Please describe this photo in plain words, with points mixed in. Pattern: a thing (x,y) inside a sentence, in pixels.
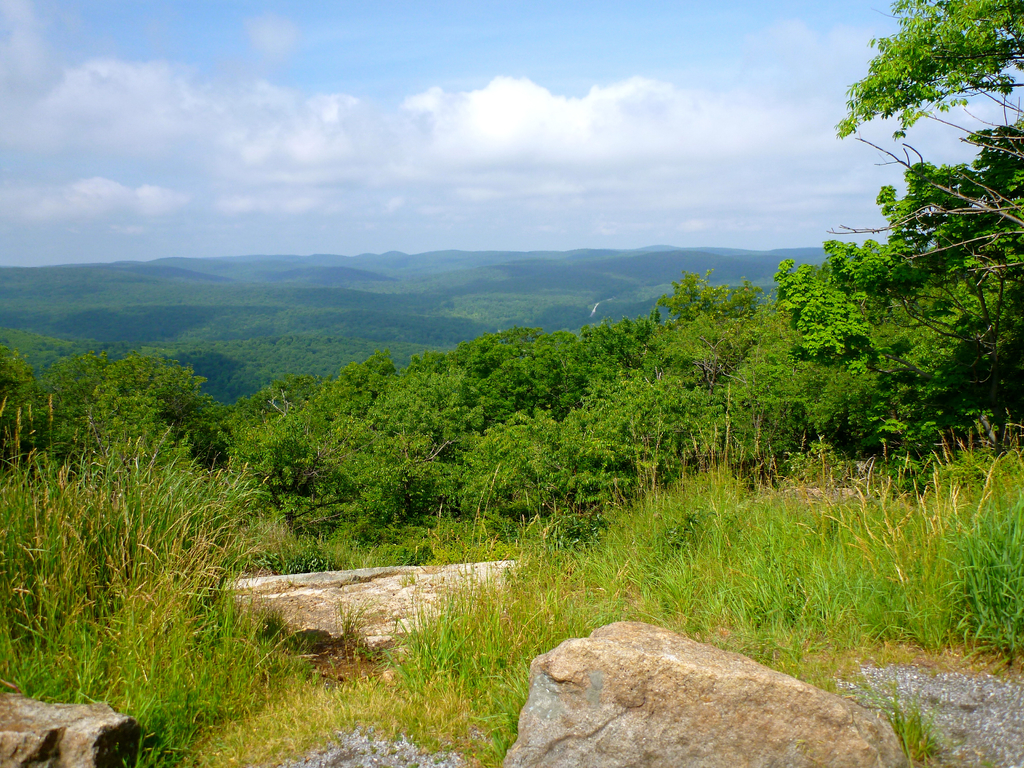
In this image at the bottom (336,711) there are some plants (589,617), grass (441,630) and some rocks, in the background (244,277) there are some mountains (380,321) and trees (290,323). At the top of the image (432,125) there is sky (523,118).
